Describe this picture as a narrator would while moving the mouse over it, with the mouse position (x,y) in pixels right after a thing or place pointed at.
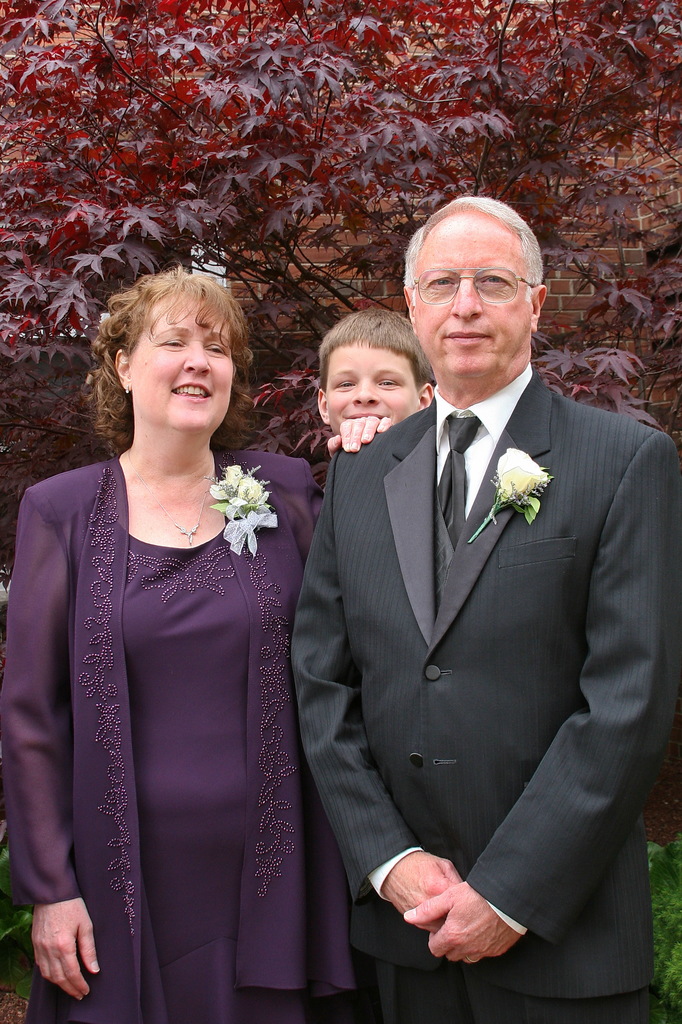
In the middle of the image (378,518) three persons (600,560) are standing and smiling. Behind them there are some trees (652,416).
